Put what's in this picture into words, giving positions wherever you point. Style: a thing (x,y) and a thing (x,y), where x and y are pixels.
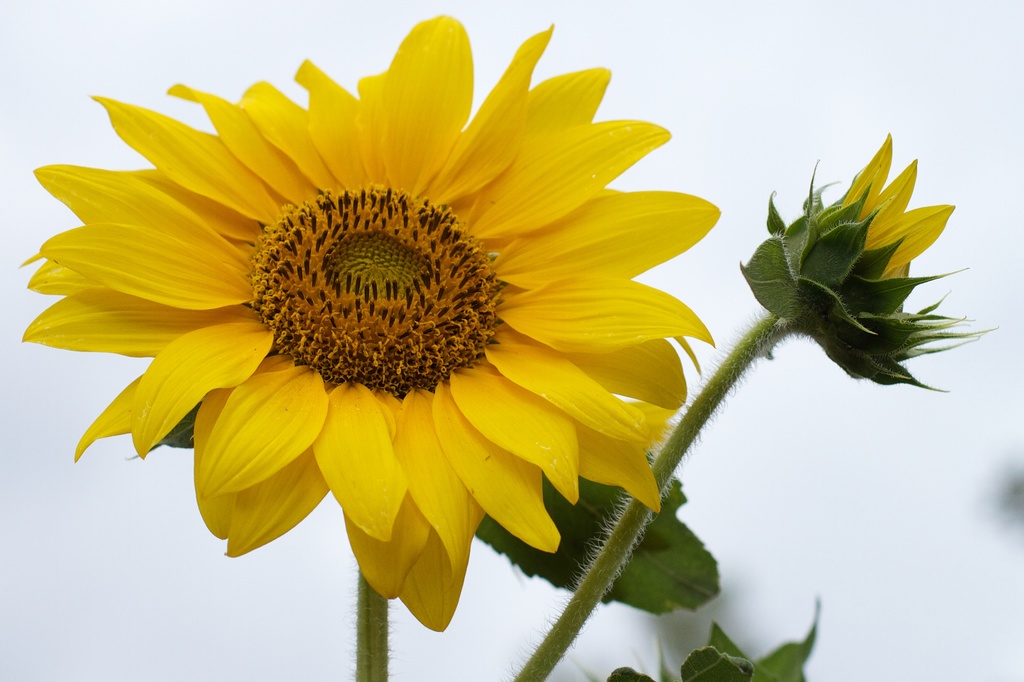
In the image I can see a sunflower (322,368) to the stem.
